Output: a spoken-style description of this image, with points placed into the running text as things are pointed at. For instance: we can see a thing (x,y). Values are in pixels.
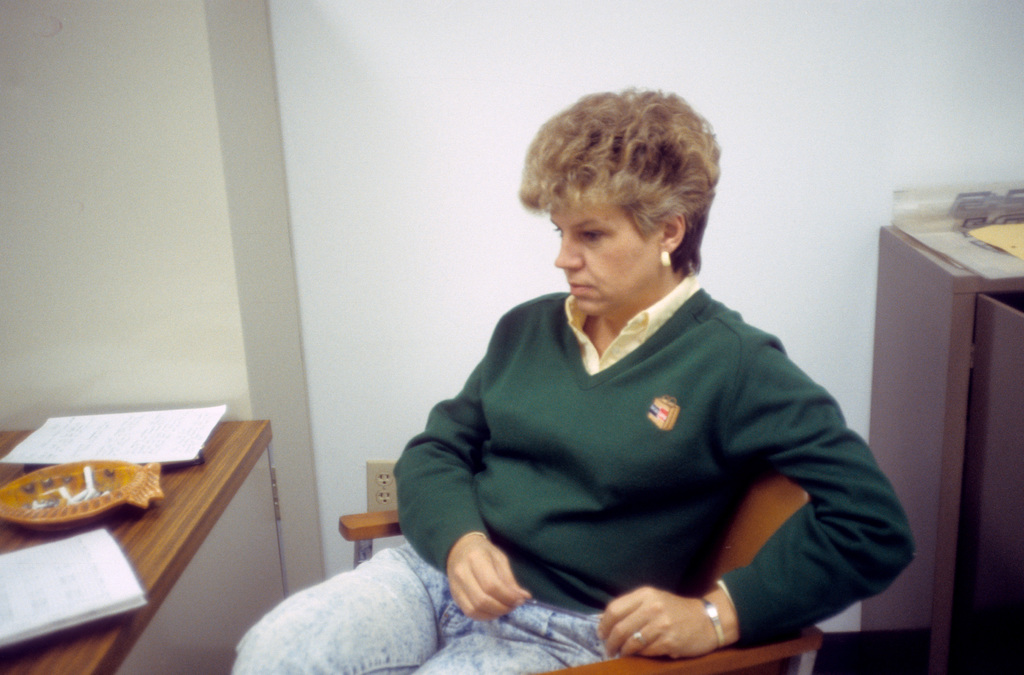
Here we can see that a woman (610,285) is sitting in the chair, and in front (183,510) there is the table (221,508) and papers (124,423) on it, and some other objects (131,494) on it, here is the wall (463,202).
